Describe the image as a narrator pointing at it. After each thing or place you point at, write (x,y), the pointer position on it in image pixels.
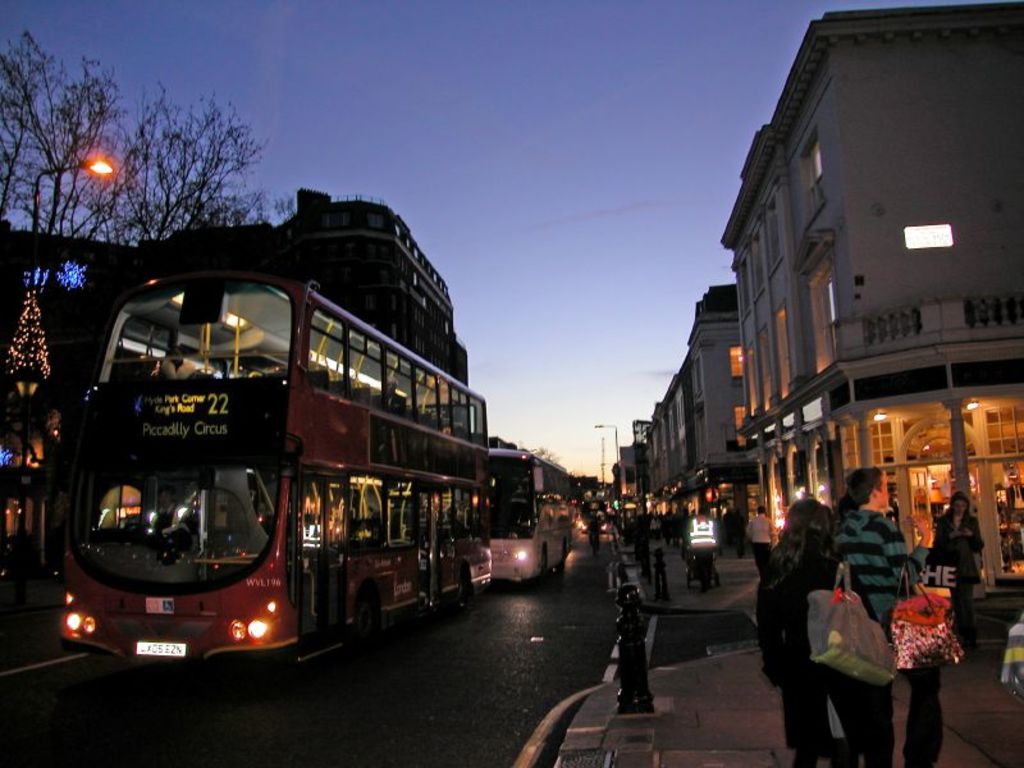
In this image I can see vehicles (364,556). There are trees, buildings (669,499), glass doors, group of people (708,539), lights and in the background (516,255) there is sky (503,240).
